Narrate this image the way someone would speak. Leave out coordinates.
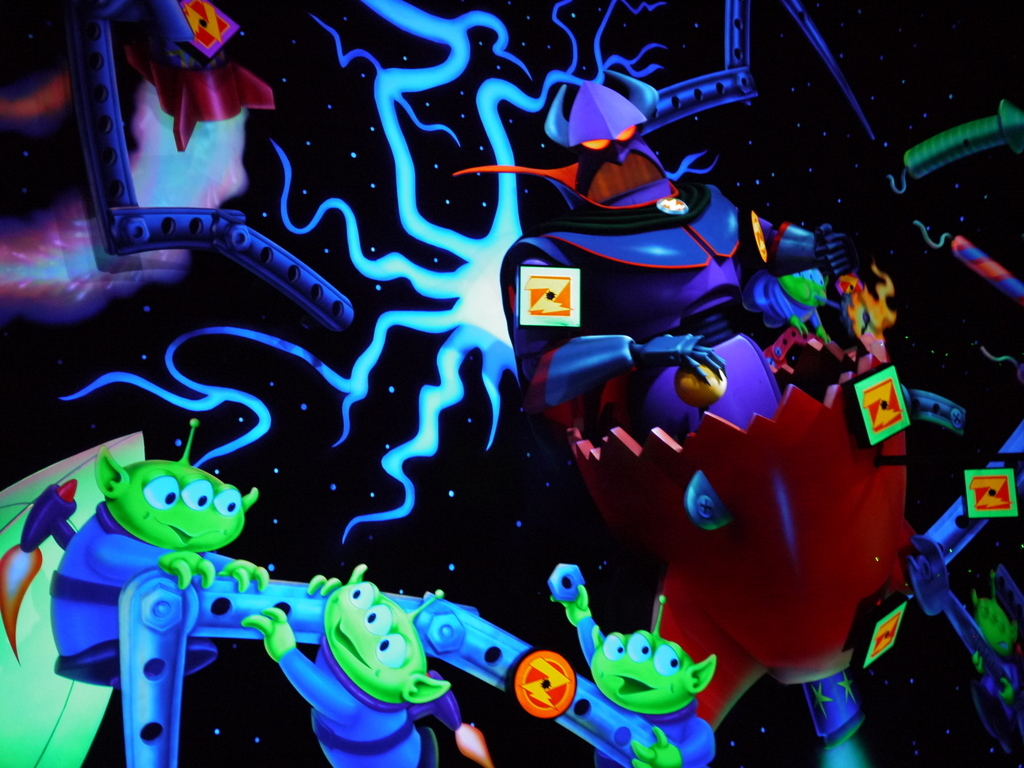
This picture describes about animation images.
